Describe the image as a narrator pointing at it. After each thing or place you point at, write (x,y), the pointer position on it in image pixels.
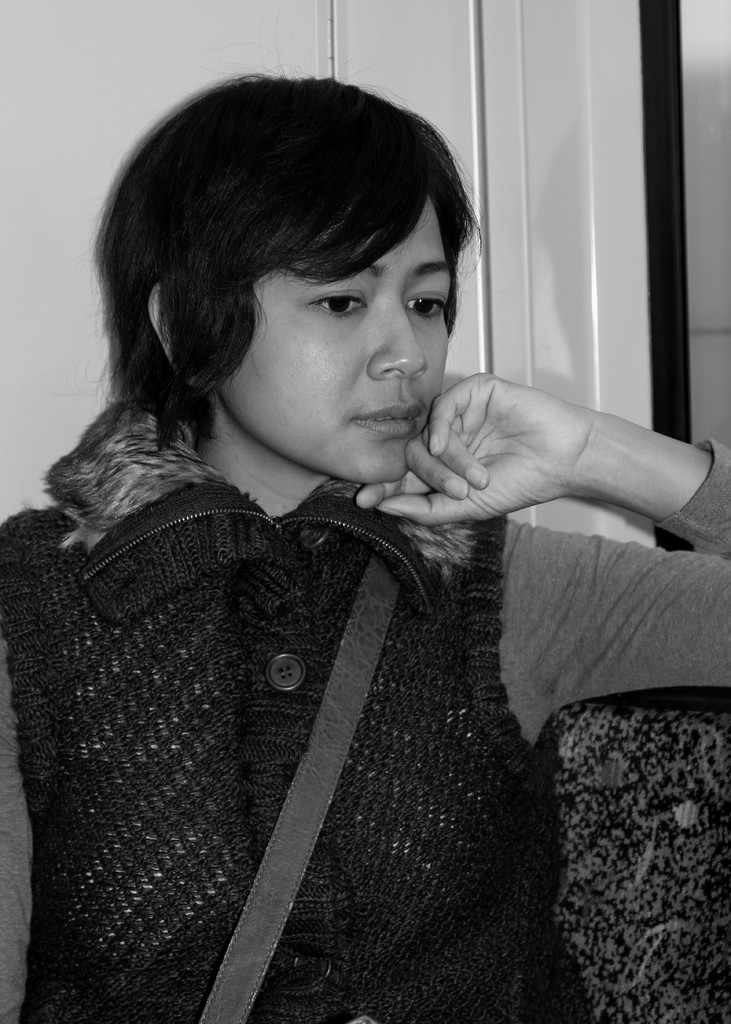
In this picture we can see a person (328,902) sitting on the chair (712,999). A wall (155,17) is visible in the background (506,81).
